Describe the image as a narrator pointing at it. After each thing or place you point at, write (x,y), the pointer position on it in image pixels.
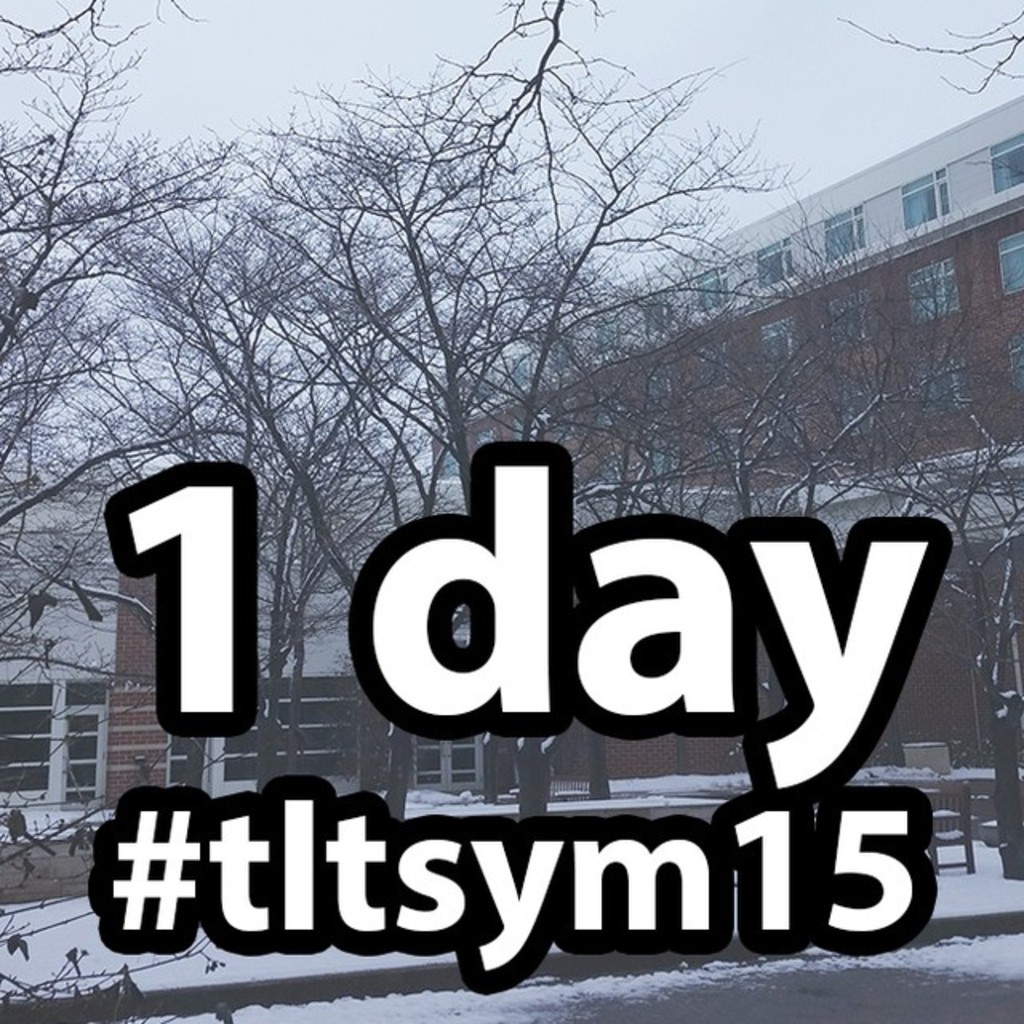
In this image we can see some buildings (693,452), trees (85,487), windows (25,718), snow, also we can see the sky (631,14), there are some text (491,694) on the image.
